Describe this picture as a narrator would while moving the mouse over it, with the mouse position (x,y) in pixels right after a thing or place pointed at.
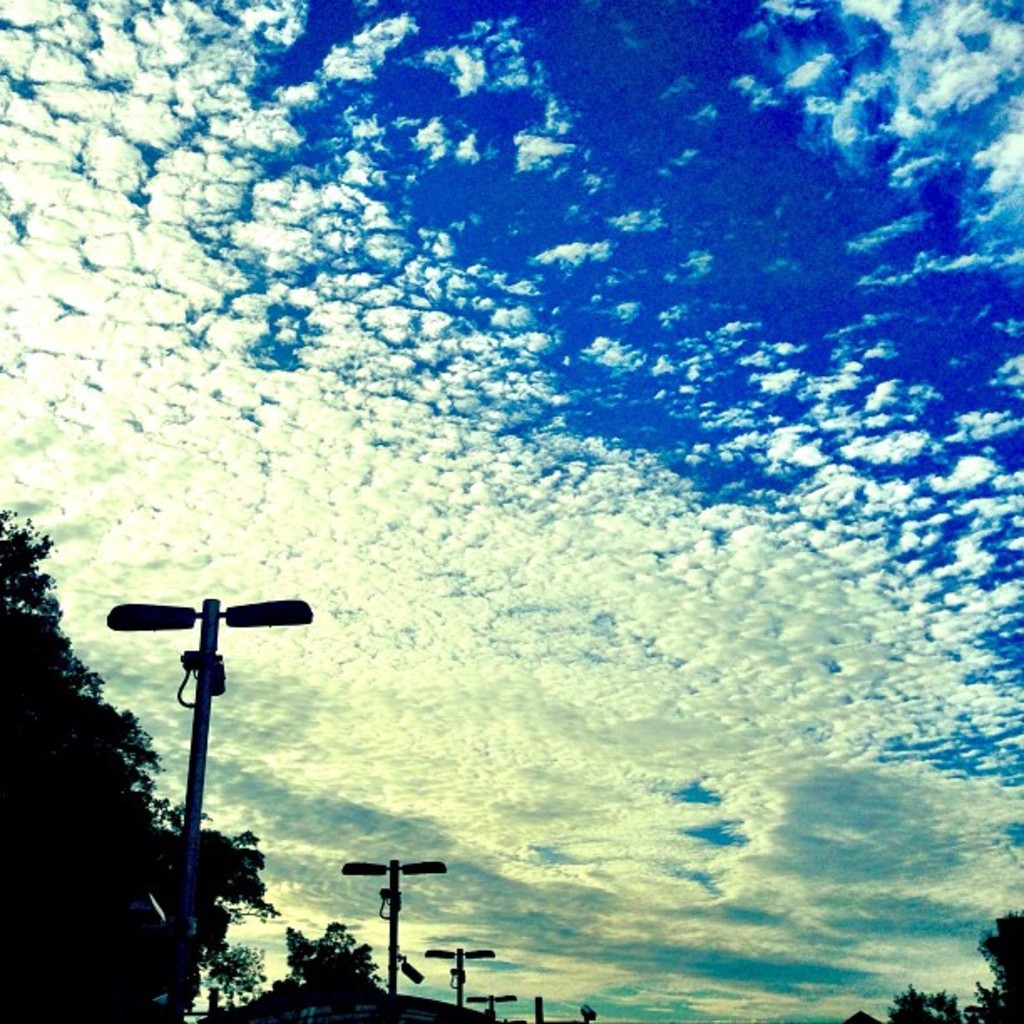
This picture is clicked outside. In the foreground (335,936) we can see the street lights (269,609), poles (211,612) and trees (368,951). In the background (539,262) we can see the sky (551,297) which is full of clouds (947,41).
